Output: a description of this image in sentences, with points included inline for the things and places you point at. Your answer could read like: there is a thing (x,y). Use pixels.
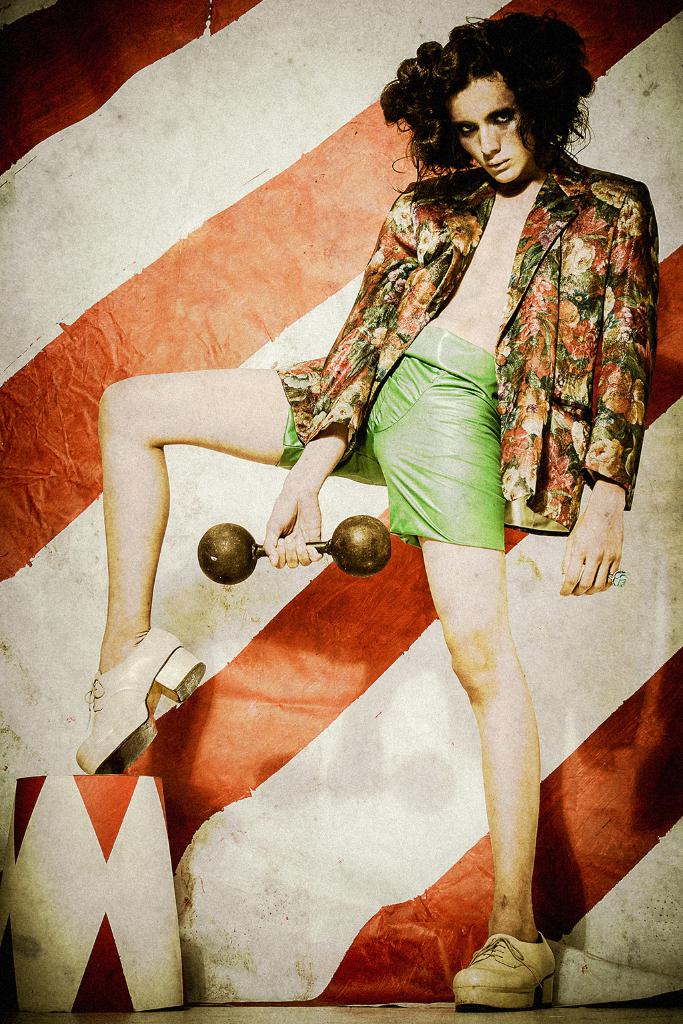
This is an edited image, we can see a woman (418,432) is standing and holding a dumbbell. Behind the woman (416,344) it looks like a wall (77,461) and on the left side of the woman (422,334) there is an object (83,851).
